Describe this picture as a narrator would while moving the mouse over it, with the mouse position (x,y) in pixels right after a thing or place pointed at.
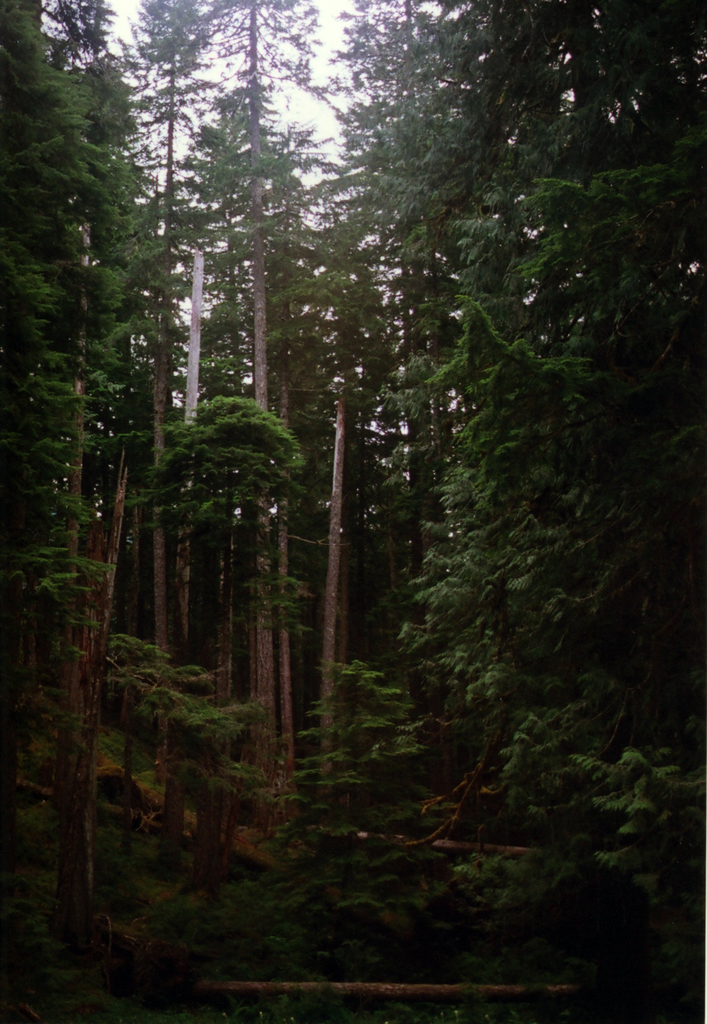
In this image we can see many trees (464,472), there is a sky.
